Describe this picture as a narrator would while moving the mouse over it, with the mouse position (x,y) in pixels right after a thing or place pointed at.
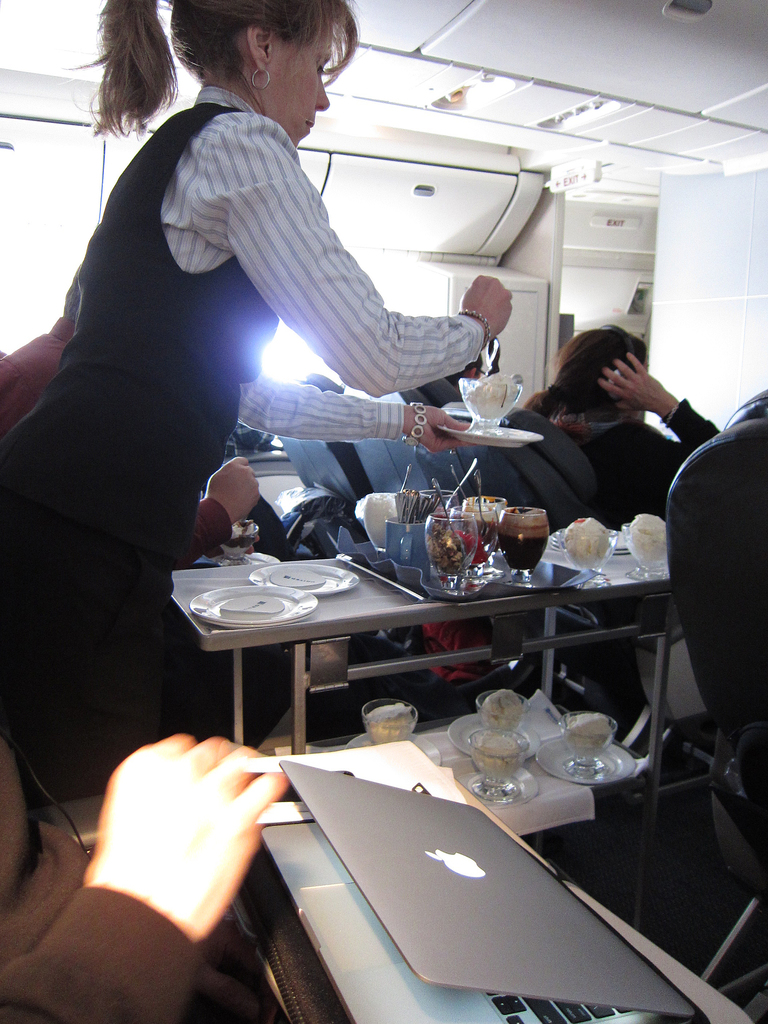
In front of the image there is a laptop (316,834) and some other objects (377,765) in a tray (364,768) in front of a person (128,844), beside the person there is an air hostess (233,234) holding some objects (468,411) in her hand (423,404), in front of her there is a trolley (374,606) with some food items (458,558) and objects (439,571) on it, beside the women (140,433) there are a few people (547,405) seated in chairs (554,428), beside them there are windows (288,331), at the top of the image (383,243) there are cabin holders (356,246) for luggage (380,222), on the right side of the image (706,523) there is a seat (705,469).
